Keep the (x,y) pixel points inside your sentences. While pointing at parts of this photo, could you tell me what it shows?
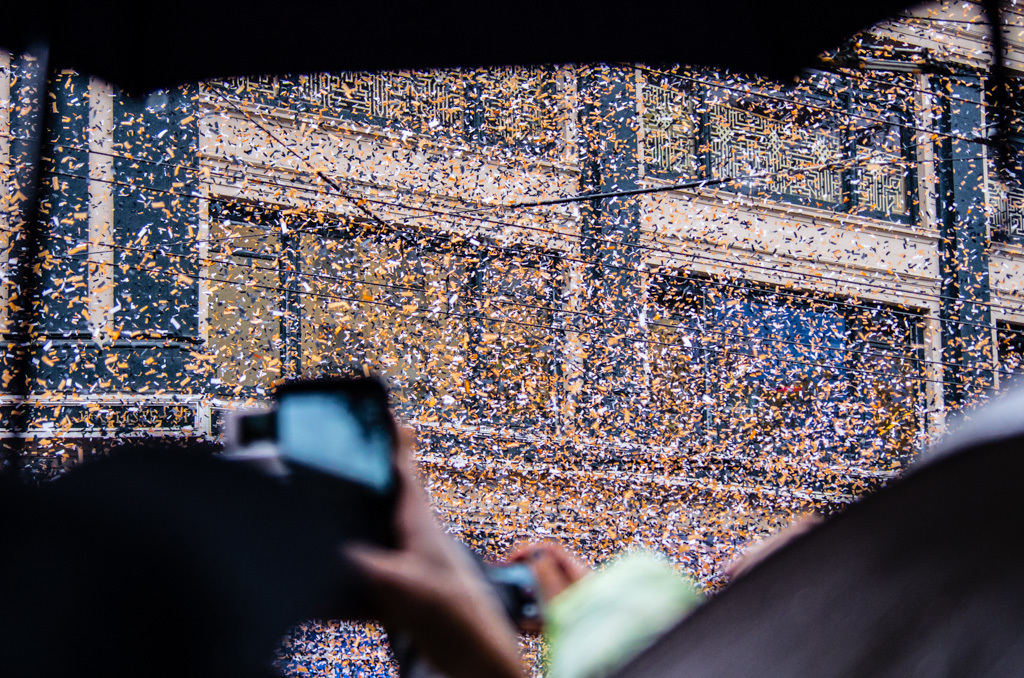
In the image there are a lot of colour papers (713,300) flying in the air (413,278) and in the foreground (306,378) it seems like there are few people (456,582) capturing the photos with cameras (505,586) and in the background (530,286) there is a building (511,342).
